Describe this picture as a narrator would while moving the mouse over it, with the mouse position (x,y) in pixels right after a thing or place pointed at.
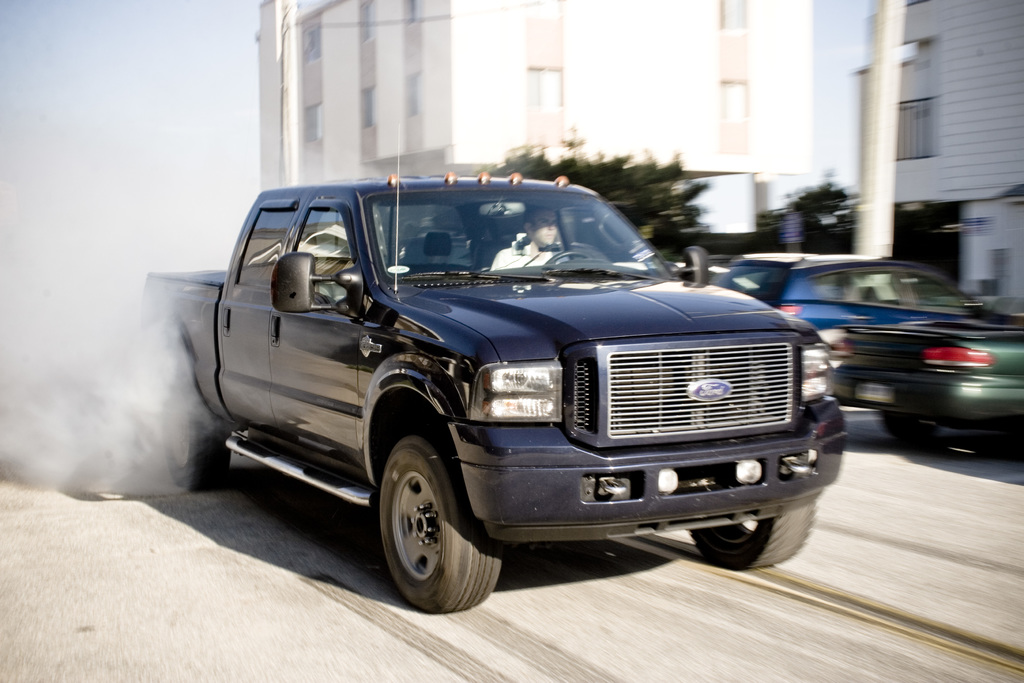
In this image we can see some vehicles (694,335). In the background of the image (651,149) there are some buildings (696,87), trees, poles (892,57) and other objects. At the bottom of the image (571,595) there is the road (623,588).
